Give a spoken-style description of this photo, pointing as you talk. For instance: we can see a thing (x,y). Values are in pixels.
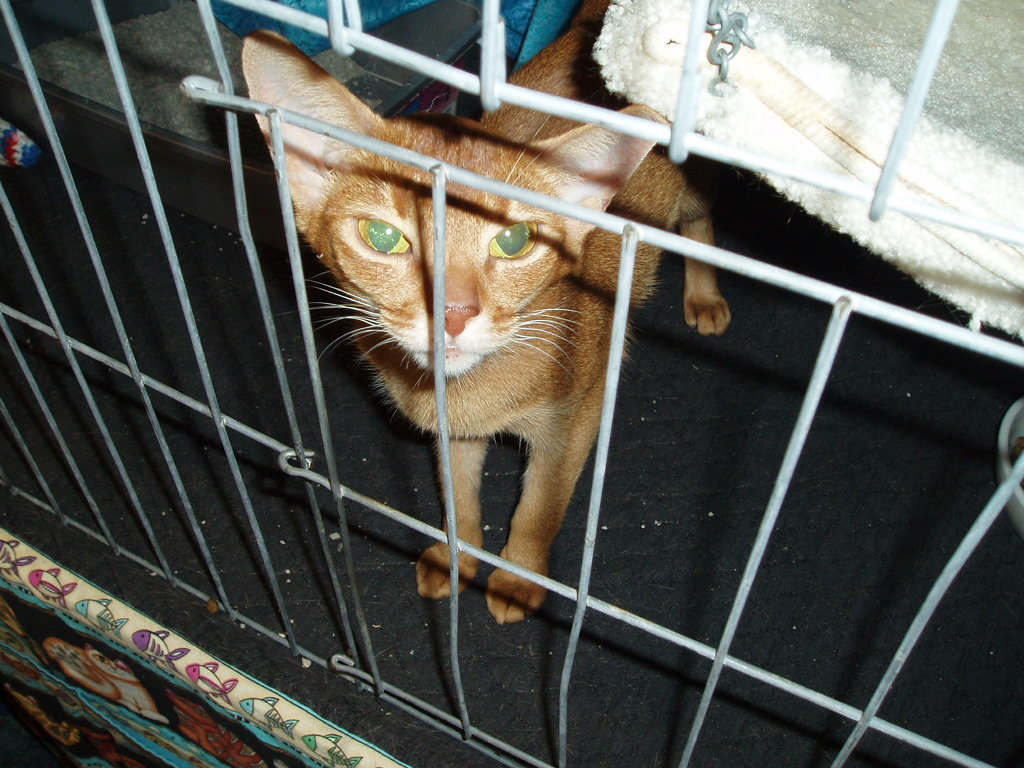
In this image we can see a cat (544,469) standing on the floor (488,490) through a mesh (305,308).
